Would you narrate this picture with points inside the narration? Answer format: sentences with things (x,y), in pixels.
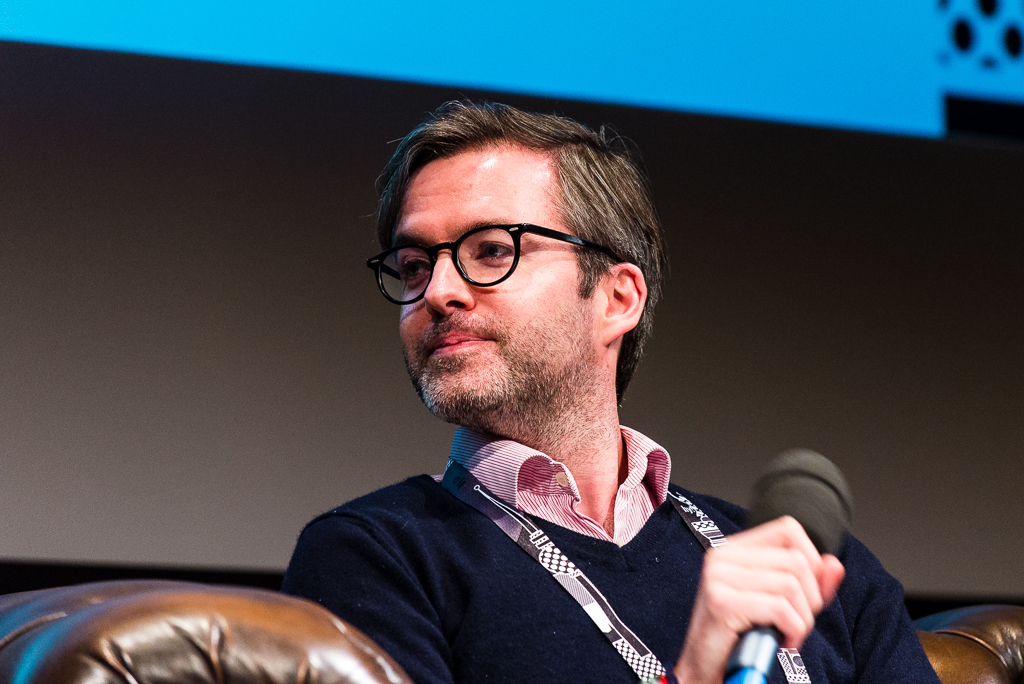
In this image we can see a man (879,638) sitting on the sofa (311,653) and holding a mic (764,516) in one of his hands (733,610).
